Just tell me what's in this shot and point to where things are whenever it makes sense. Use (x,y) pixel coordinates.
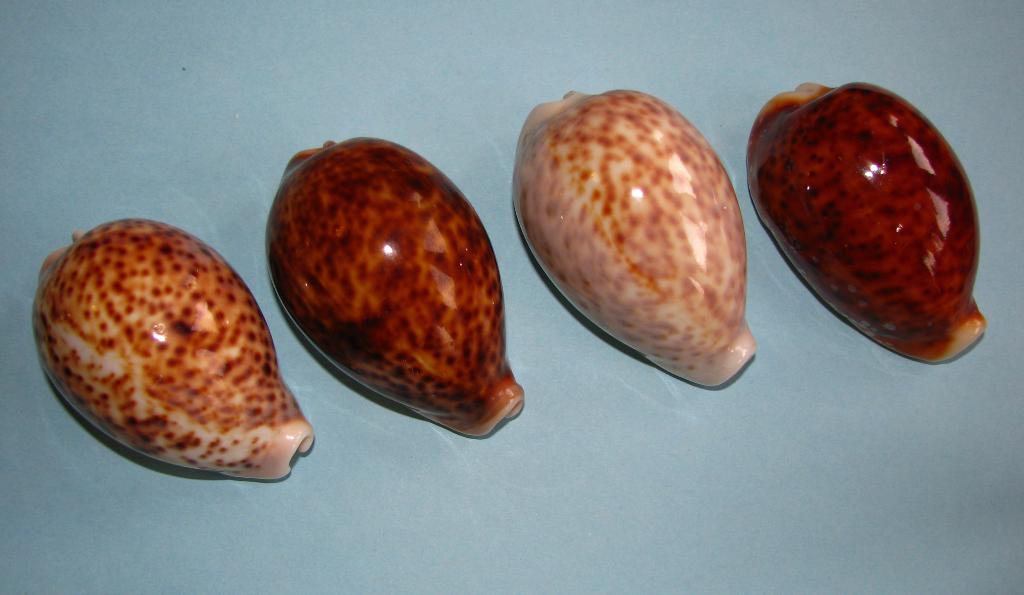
In this image I can see few objects (192,443) in brown and cream color and I can see blue color background (808,46).
